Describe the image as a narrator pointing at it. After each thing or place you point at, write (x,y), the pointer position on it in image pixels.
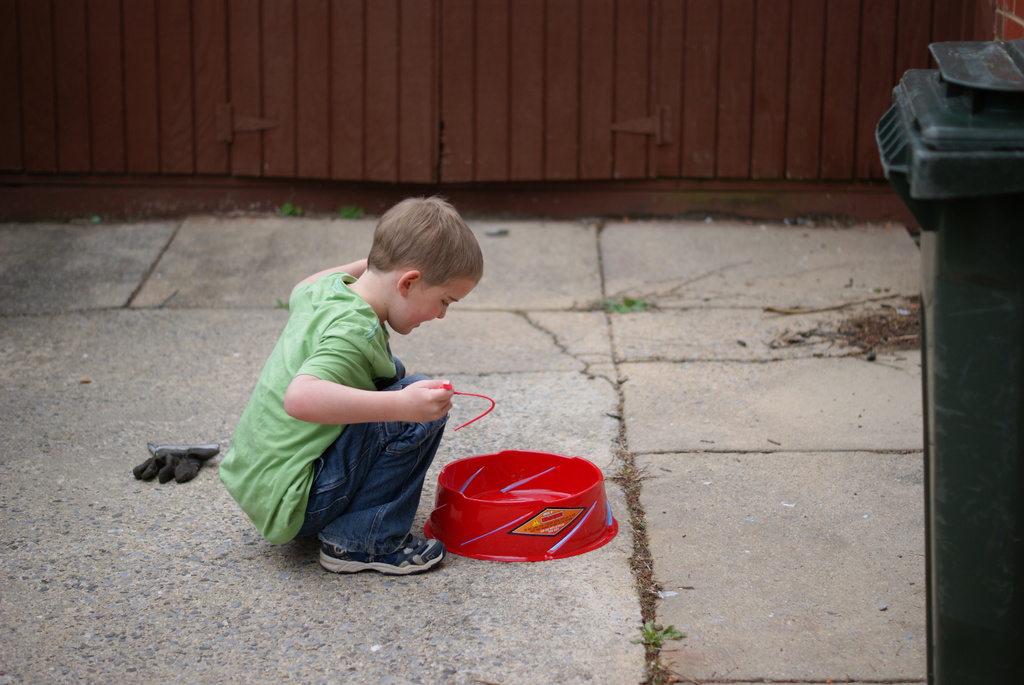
In this image, we can see a kid (374,360) in front of the bowl (489,517). There is a door (481,64) at the top of the image (430,48). There is a trash bin (934,288) on the right side of the image (940,292).
